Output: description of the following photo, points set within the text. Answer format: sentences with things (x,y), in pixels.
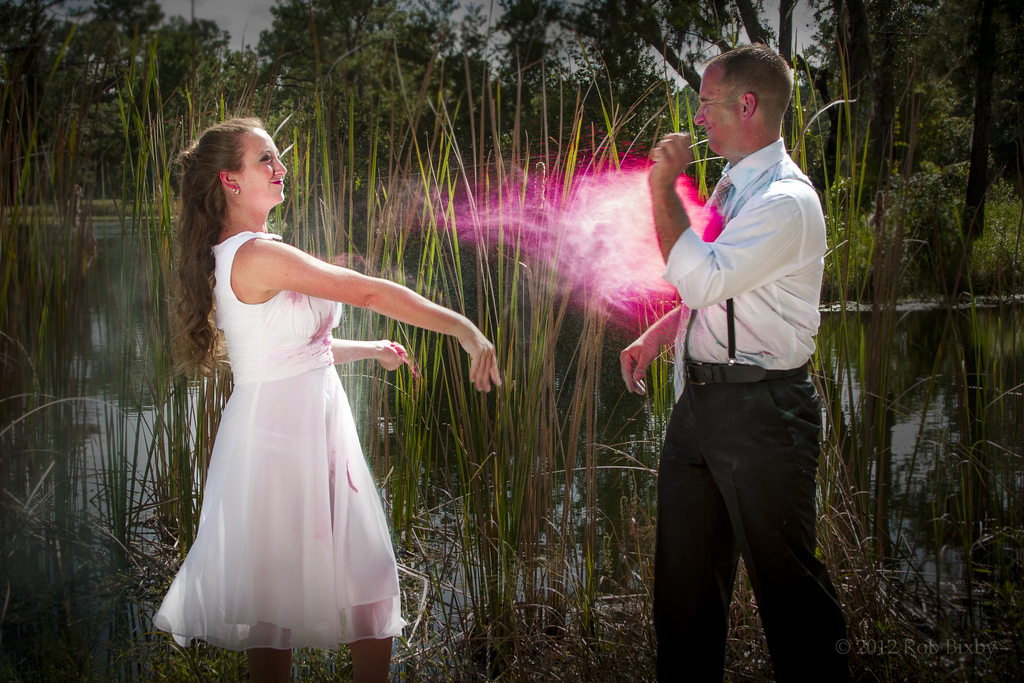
In this image in front (711,375) there are people (806,200) playing with colors (603,286). Behind them there is grass (492,419). There is water (91,305). In the background of the image (870,21) there are trees (263,64) and sky (261,6). There is some text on the right side of the image (979,649).
